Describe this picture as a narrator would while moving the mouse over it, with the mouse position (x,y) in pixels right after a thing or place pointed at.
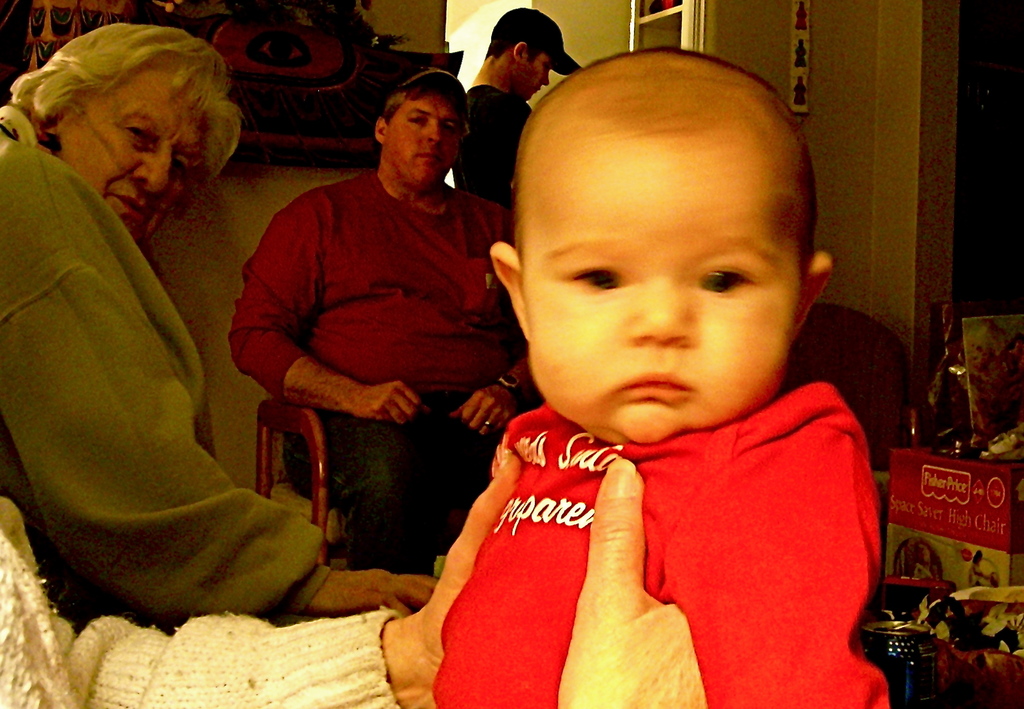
In this image I can see group of people (428,91). In front (725,365) the person (710,358) is wearing red color shirt (707,470), background (376,3) I can see few objects (331,7) attached to the wall (764,59) and the wall (812,39) in cream color.
